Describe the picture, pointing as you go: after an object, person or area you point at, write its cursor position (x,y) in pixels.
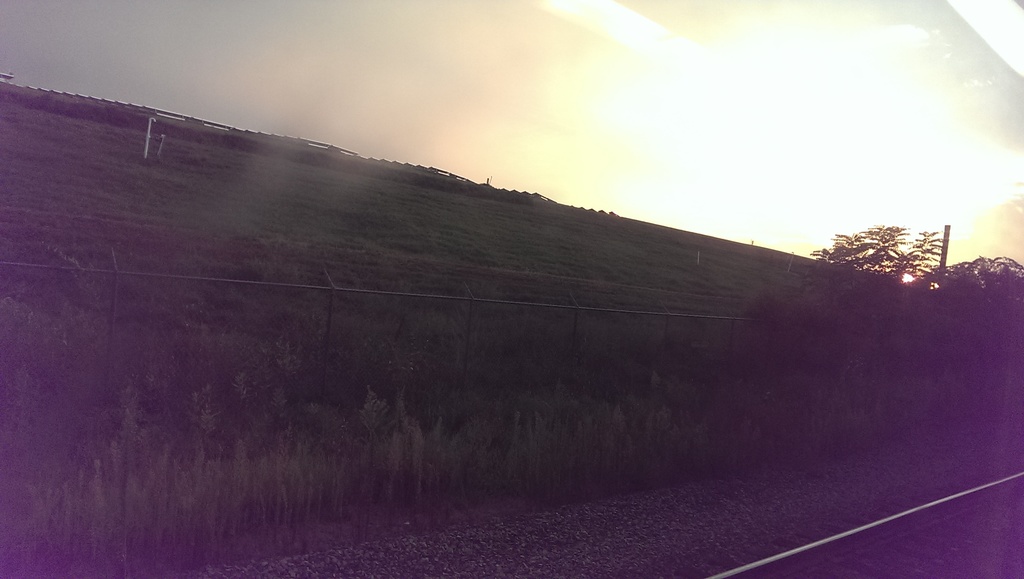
This picture is clicked outside. In the foreground (544,549) we can see the gravel (789,529), railway track (974,519), plants (294,460), net (206,314), metal rods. In the background (972,331) we can see the sky (286,58) and the trees (871,256) and some other objects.
